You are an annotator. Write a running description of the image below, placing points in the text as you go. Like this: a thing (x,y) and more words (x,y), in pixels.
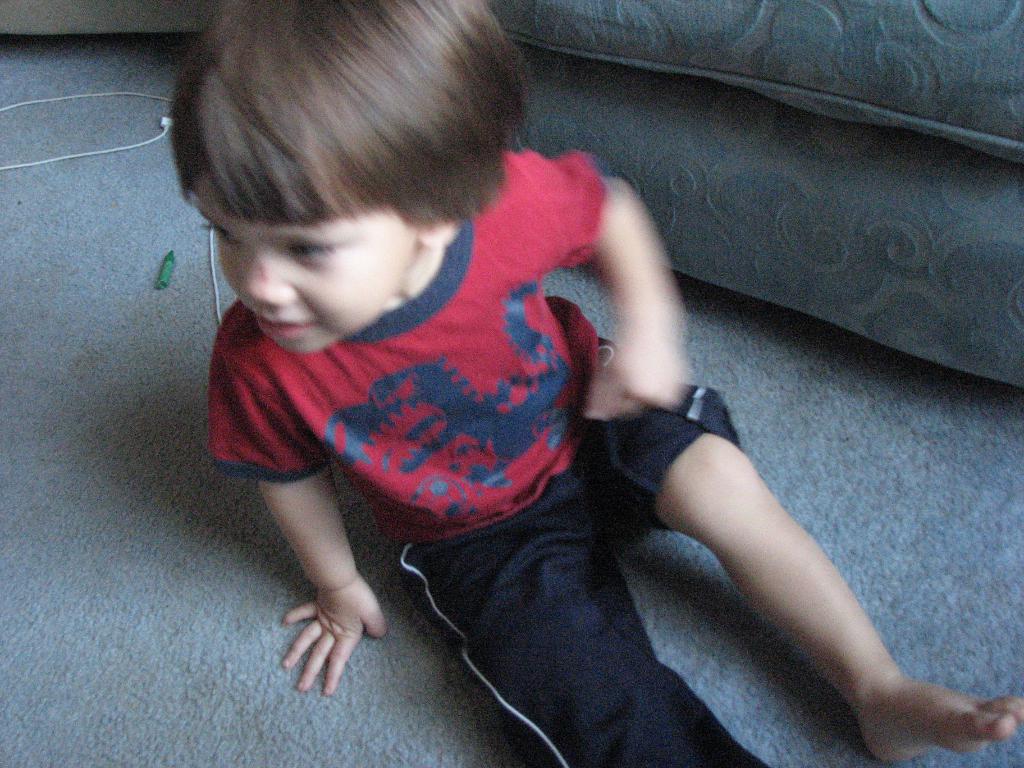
Here in this picture we can see a child (394,266) sitting on the floor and smiling and beside him we can see a couch (876,147) present.
